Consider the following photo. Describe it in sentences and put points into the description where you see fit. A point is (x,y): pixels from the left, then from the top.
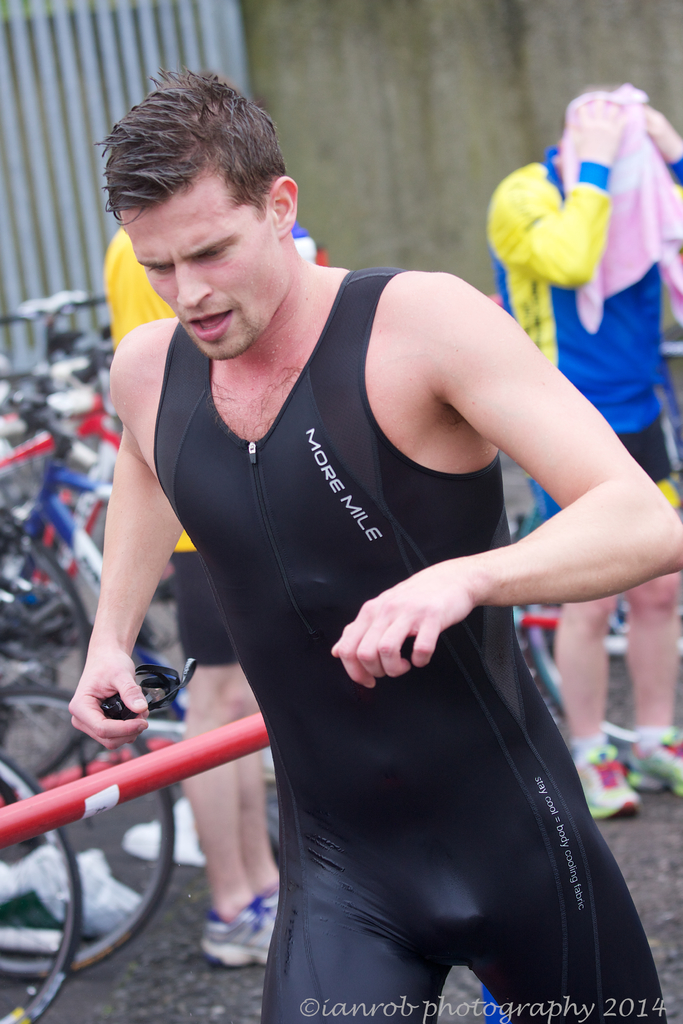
This picture shows a man (206,213) running and two people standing at the back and one person (588,150) is rubbing his head (587,100) with a towel (672,279) and we can see bicycles (61,300) parked.
